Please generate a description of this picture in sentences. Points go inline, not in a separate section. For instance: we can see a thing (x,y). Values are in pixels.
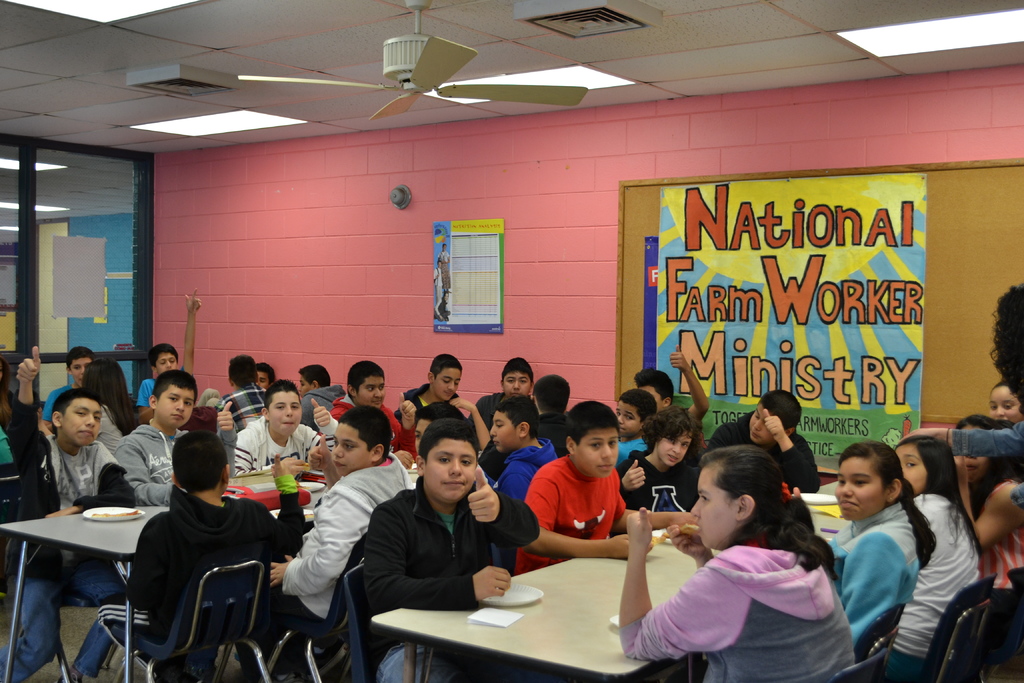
Here we can see some persons (477,489) are sitting on the chairs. These are the tables (560,658). On the table (575,611) there are plates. On the background (355,284) there is a wall (596,258) and this is board (832,290). Here we can see a poster (476,312). There is a door (75,264) and this is fan (430,68). There are lights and this is roof (720,43).
